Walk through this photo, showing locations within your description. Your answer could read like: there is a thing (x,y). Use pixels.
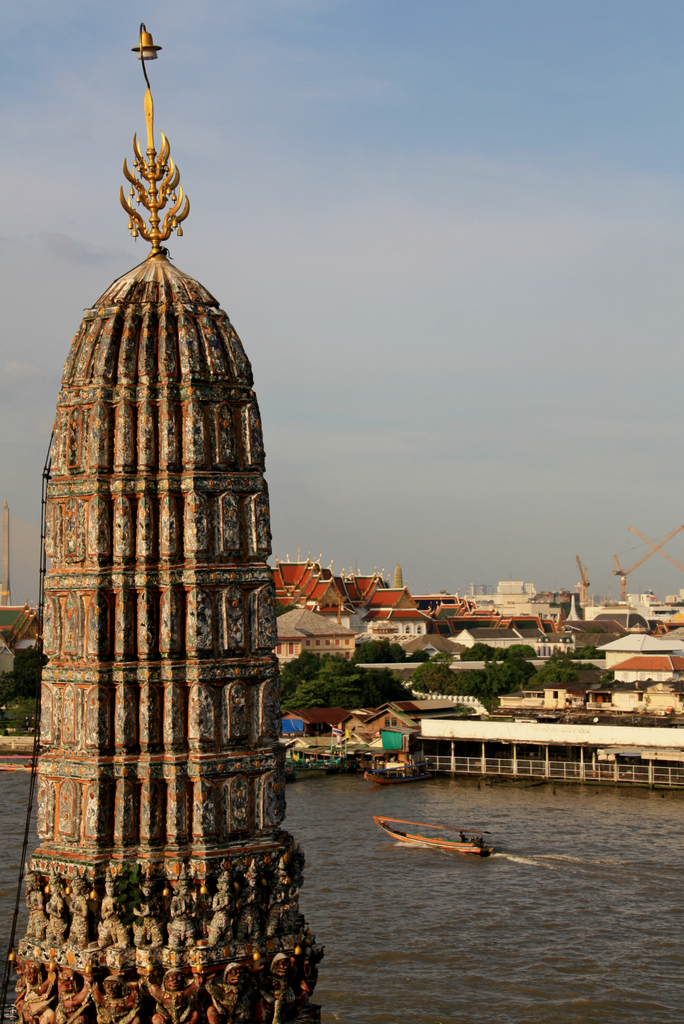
On the left side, there is a light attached to a stand (151,119). This stand (153,232) is on the top of a tower (161,286). In the background (662,735), there is a boat (474,843) on the water (529,843), there are buildings (461,605) and trees (412,688) on the ground (438,712) and there are clouds (535,297) in the sky (503,266).
